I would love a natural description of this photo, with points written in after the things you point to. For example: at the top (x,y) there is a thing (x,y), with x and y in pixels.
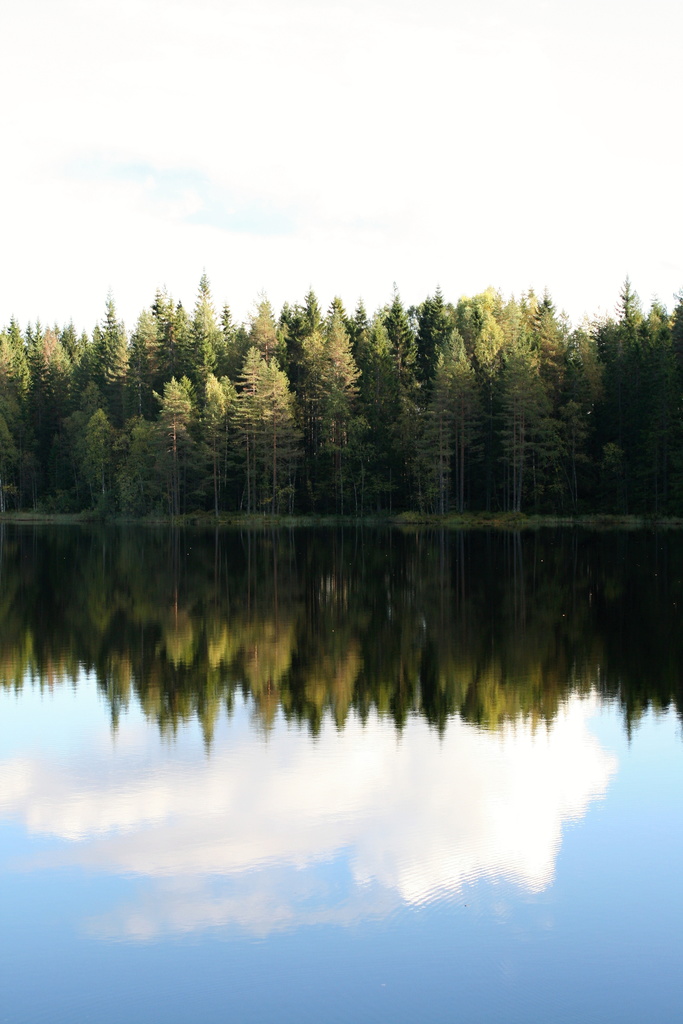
In the picture I can see trees (186,461) and the water (324,586). In the background (330,216) I can see the sky (357,172).
